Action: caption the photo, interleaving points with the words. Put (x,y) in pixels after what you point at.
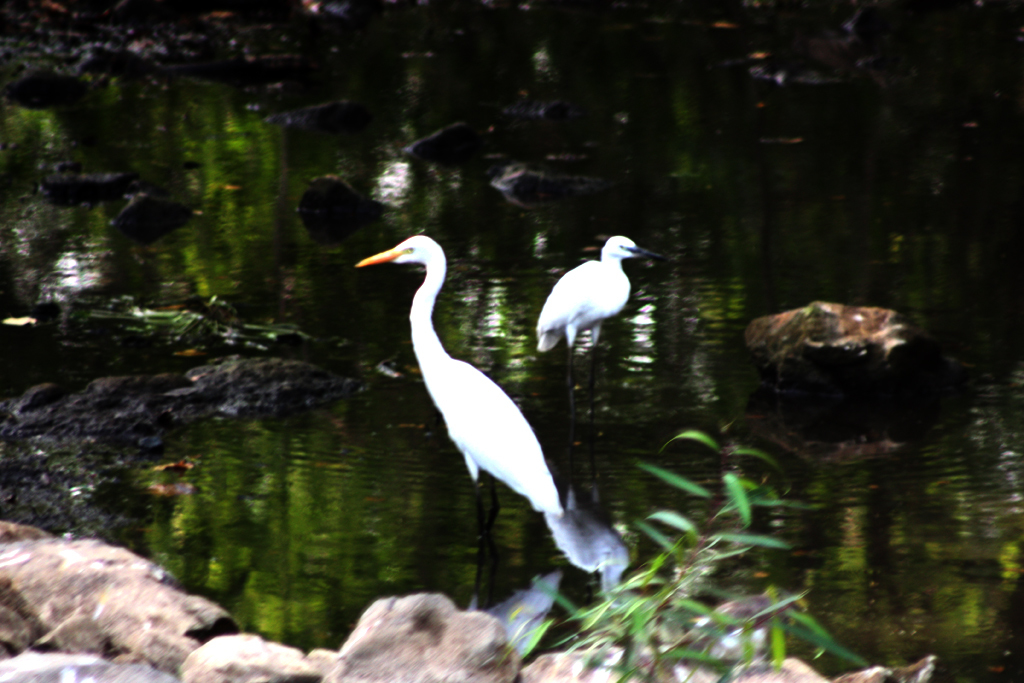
There are two birds (464,418) and we can see plant (655,570), stones (85,567) and water (1018,444). In the background (383,33) it is blur.
